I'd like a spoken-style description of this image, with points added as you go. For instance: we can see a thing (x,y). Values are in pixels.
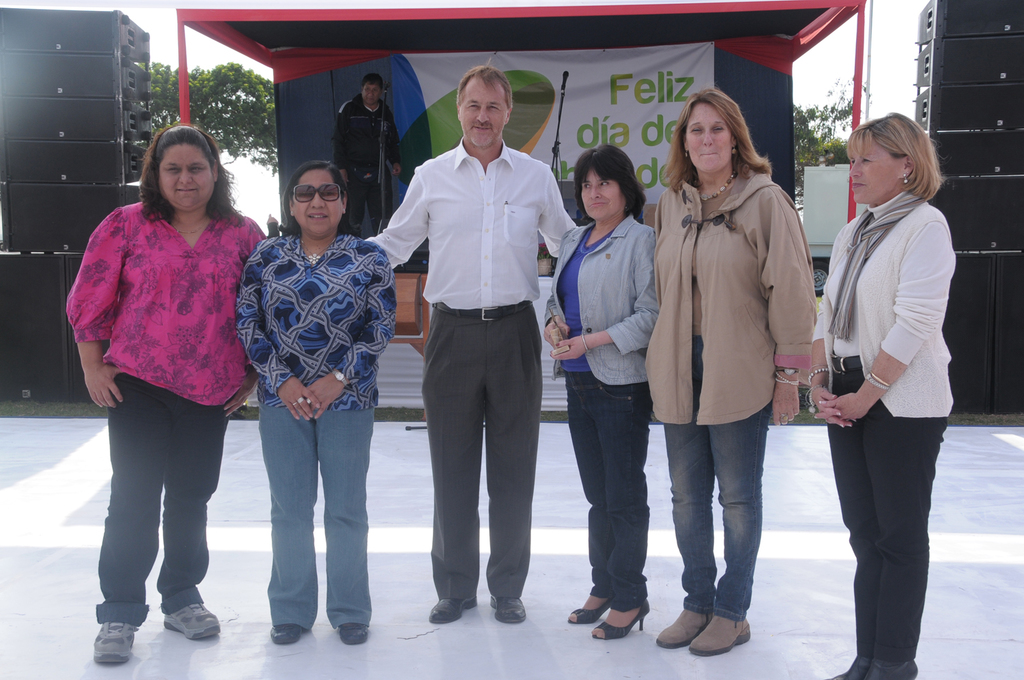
In the image we can see there are people (532,446) standing on the floor (348,652) and there is a person (365,170) standing on the stage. There is a banner (575,84) kept on the tent (350,91) and there are speaker boxes (79,41) kept on the floor (1010,452). Behind there are trees (843,157).
